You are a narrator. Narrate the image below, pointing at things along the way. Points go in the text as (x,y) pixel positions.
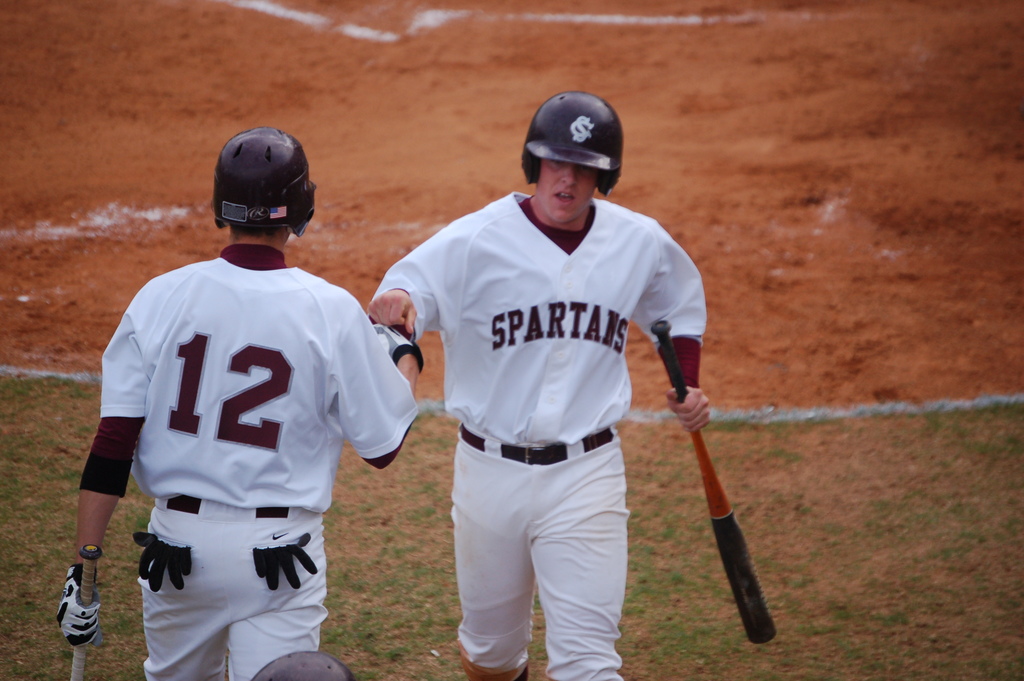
There are two men (475,481) holding the baseball bats (722,535) and walking. I think this is the ground (585,84).
